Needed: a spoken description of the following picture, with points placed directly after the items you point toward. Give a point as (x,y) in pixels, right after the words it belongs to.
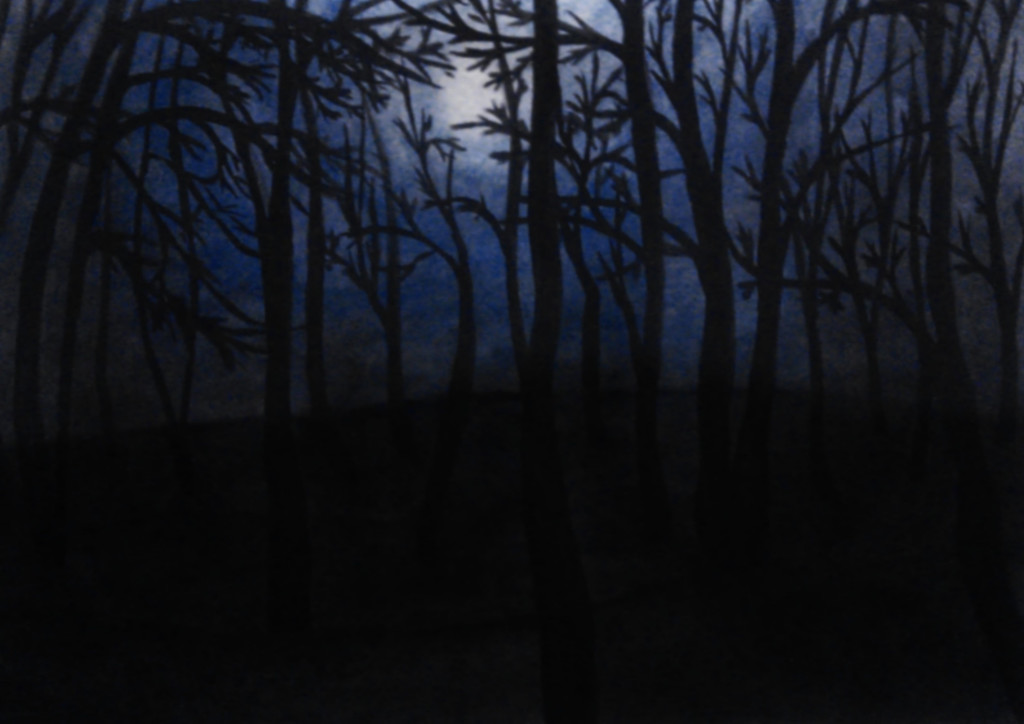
In this picture we can observe some trees (279,180). In the background (468,184) there is a sky (440,132) with clouds (525,167). The image was taken in the dim light.
